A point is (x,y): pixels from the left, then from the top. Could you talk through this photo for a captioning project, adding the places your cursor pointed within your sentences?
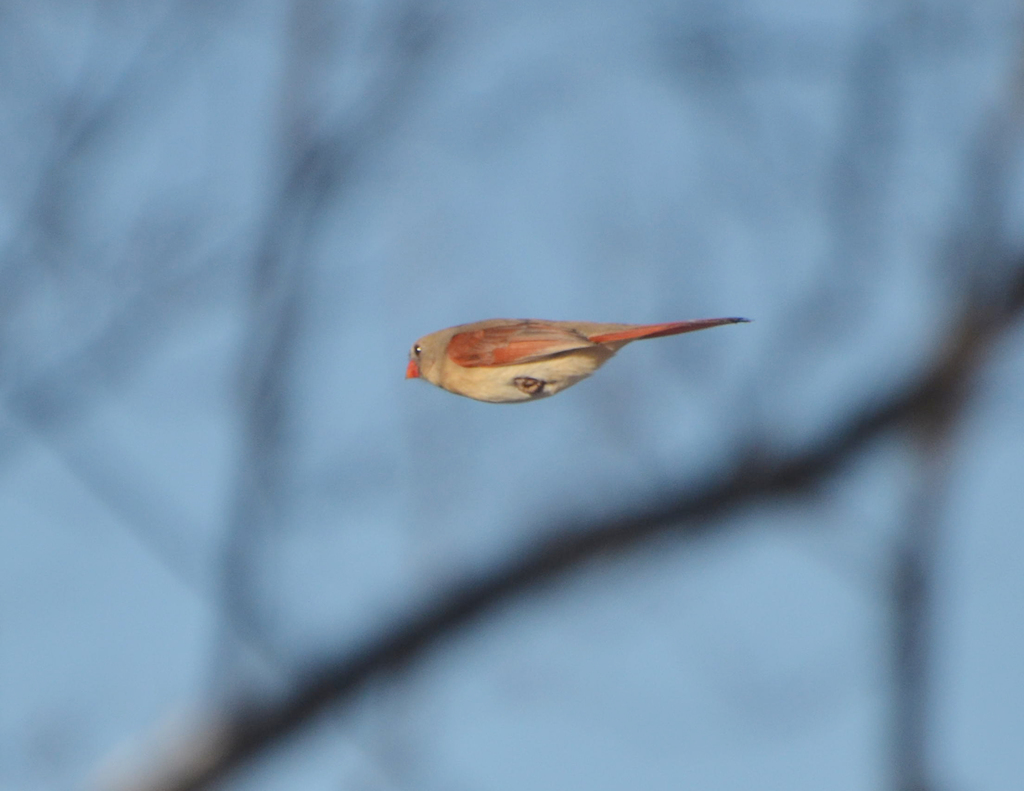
In this picture we can see a small bird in the blue sky (432,236).
